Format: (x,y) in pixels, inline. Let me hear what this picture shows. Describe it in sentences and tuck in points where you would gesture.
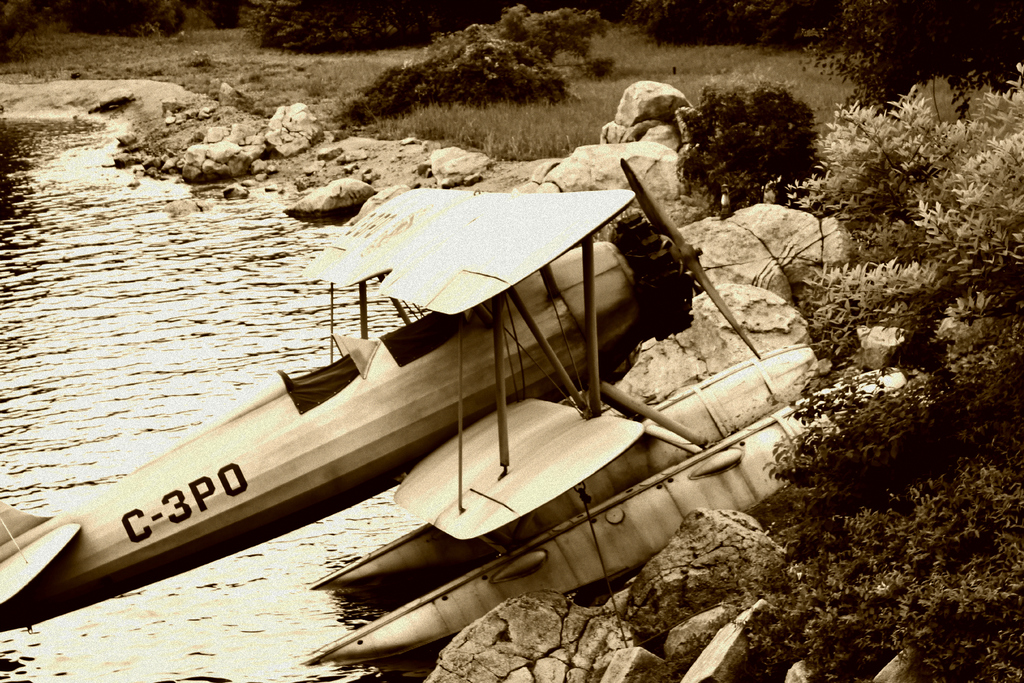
In this picture we can see an aircraft (480,286), water (238,298), rocks (614,130), plants (983,655), grass (689,62) and leaves (868,45).
